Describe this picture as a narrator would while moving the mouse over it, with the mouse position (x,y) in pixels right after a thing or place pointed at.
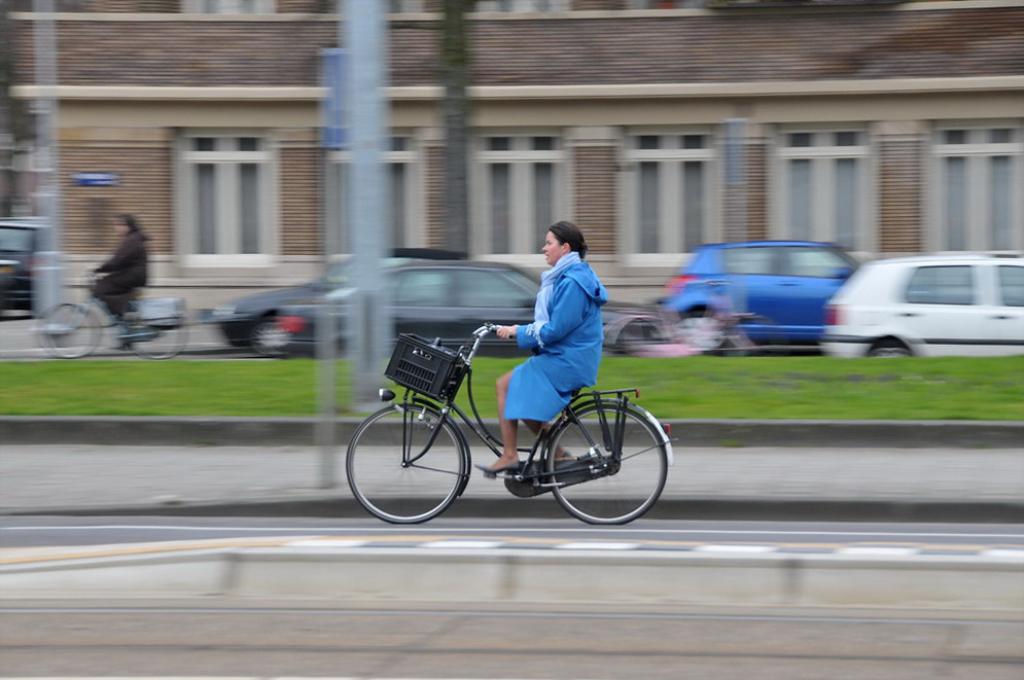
In this image we can see two persons (555,287) are riding bicycles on the road (524,533). Here we can see grass (878,388), poles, and cars (239,335). In the background (766,223) there is a building (218,239).
